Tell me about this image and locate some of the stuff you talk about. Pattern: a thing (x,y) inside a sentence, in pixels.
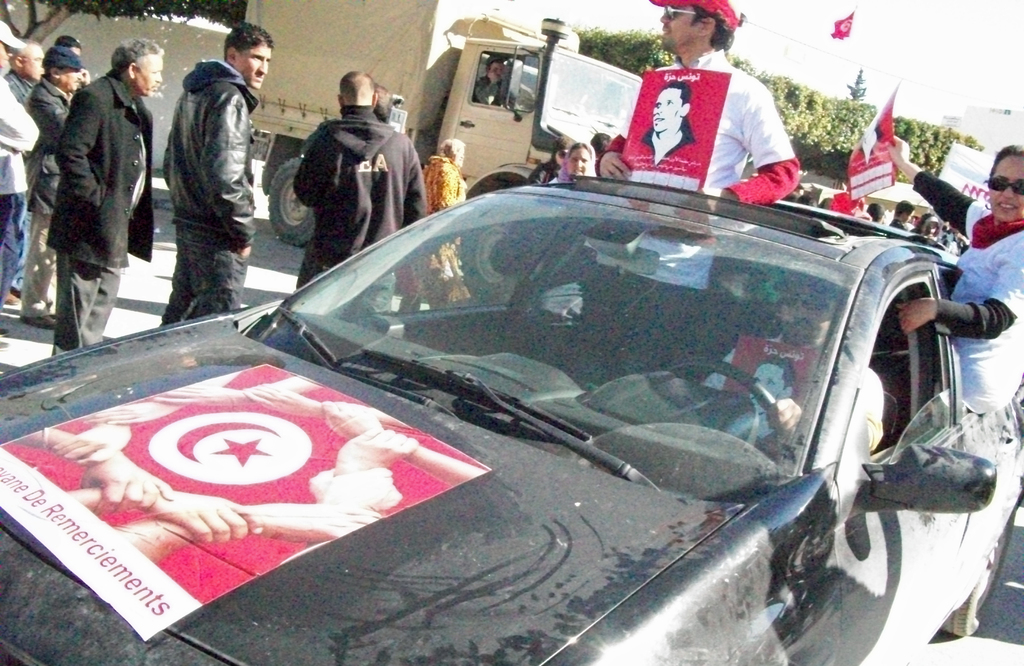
There are three people (806,313) in a car (871,312) holding red posters (704,94) and there are group of people (208,137) around them and there is a truck (528,106) behind them.
